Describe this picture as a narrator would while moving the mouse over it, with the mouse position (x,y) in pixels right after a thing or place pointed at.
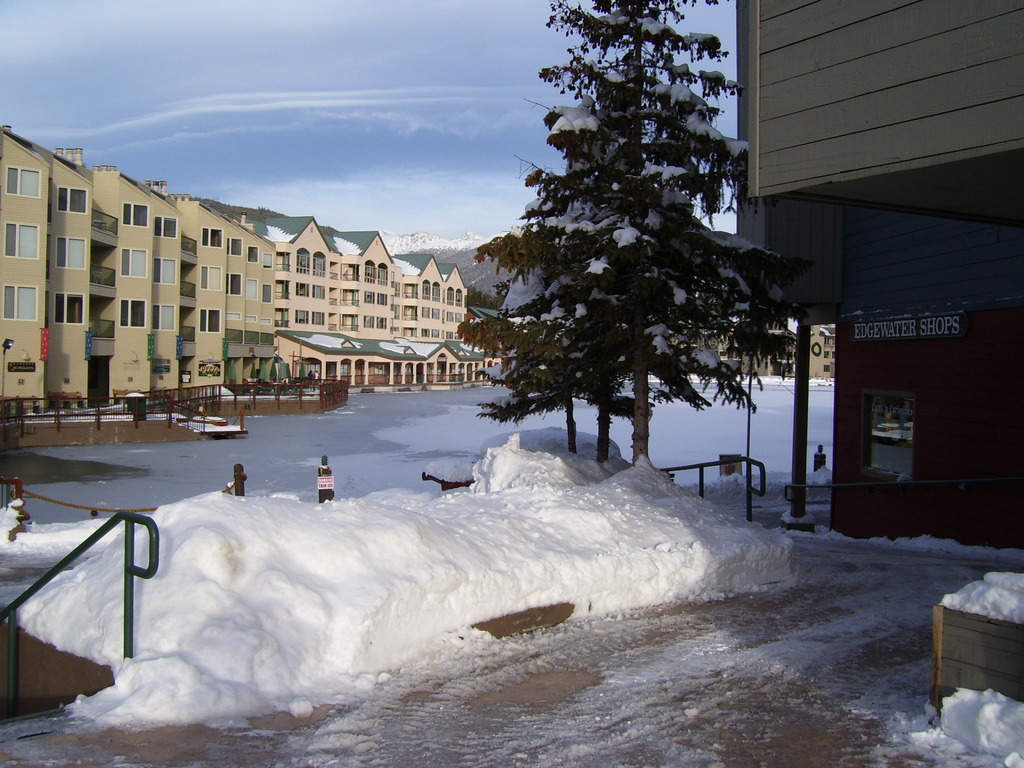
In this image there is the sky (343,119) towards the top of the image (410,89), there are clouds (329,103) in the sky (325,107), there are mountains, there are buildings (220,325) towards the left of the image (256,321), there is a fence (97,414) towards the left of the image (299,385), there is ground (549,695) towards the bottom of the image (635,618), there is ice (345,535) on the ground (403,517), there are trees (588,187) towards the top of the image (582,247), there is a building (898,241) towards the right of the image (918,326), there is a board (897,328) on the building (902,287), there is text (878,333) on the board (910,326), there is an object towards the left of the image (18,602), there is an object (1008,629) towards the right of the image (989,629).
